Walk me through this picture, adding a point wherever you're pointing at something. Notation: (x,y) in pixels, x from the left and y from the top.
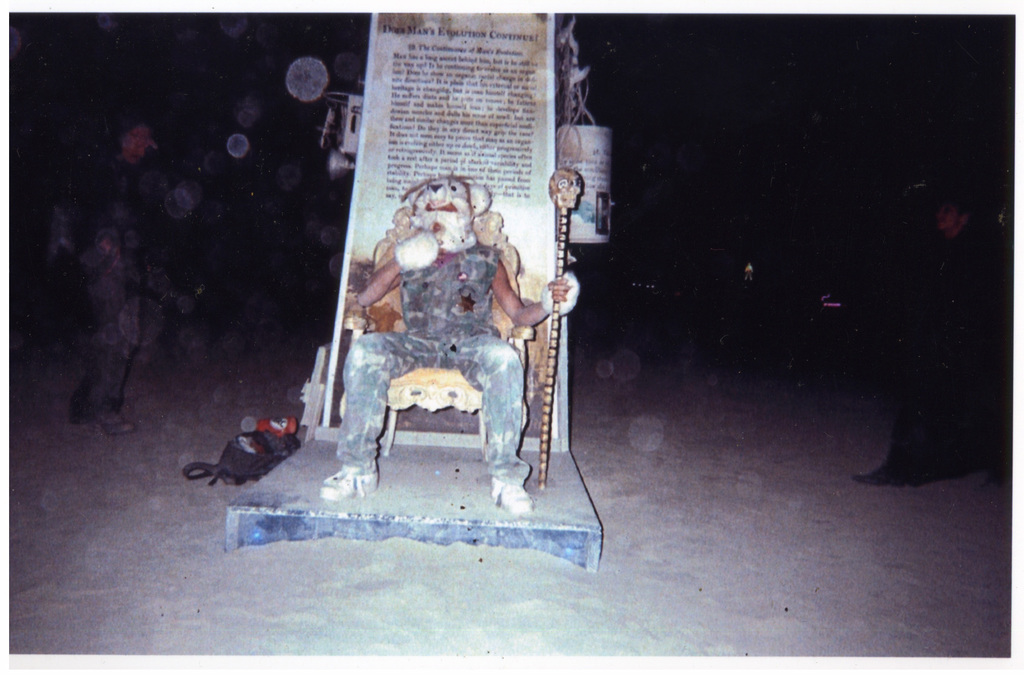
In the image we can see there is a person (475,329) who is sitting on chair (503,243) and he is wearing a teddy bear mask (465,186) on his head (467,213) and he is holding a skull (567,191) which is attached on a bamboo stick (551,394) and on the either sides of the person (522,478) there are men (960,310) who are standing.
